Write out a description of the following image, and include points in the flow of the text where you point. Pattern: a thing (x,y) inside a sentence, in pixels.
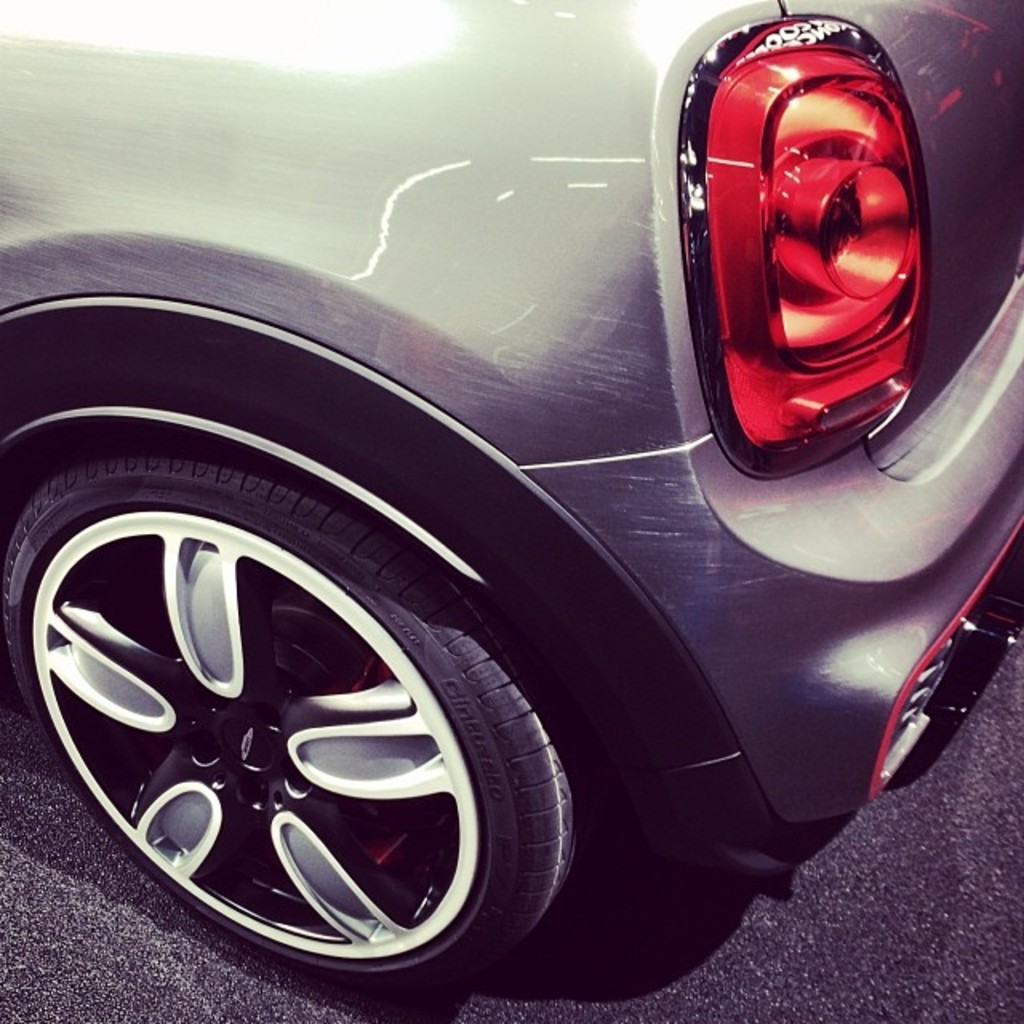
In the picture we can see a back side view of a car (606,634) with wheel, and light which is red in color and a car (547,598) is gray in color.
